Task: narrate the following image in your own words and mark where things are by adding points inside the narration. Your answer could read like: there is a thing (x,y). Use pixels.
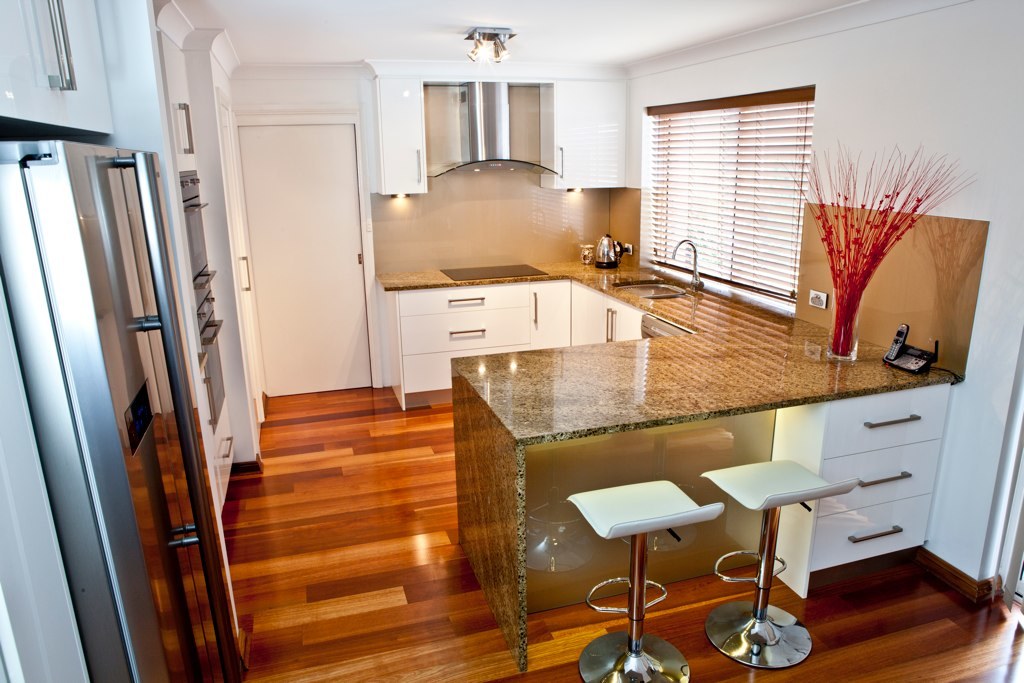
This picture is clicked inside the room (720,511). In this picture, we see a countertop (692,379) on which flower vase (840,344) and telephone (903,334) are placed. Beside that, we see chairs (677,520). On the right side (886,112), we see a white wall (885,125). Beside that, we see a window blind (739,216). Beside that, we see a sink (651,286). On the left side (23,332), we see a refrigerator (117,423) and a white cupboard (195,146). Beside that, we see a white door (307,243).
